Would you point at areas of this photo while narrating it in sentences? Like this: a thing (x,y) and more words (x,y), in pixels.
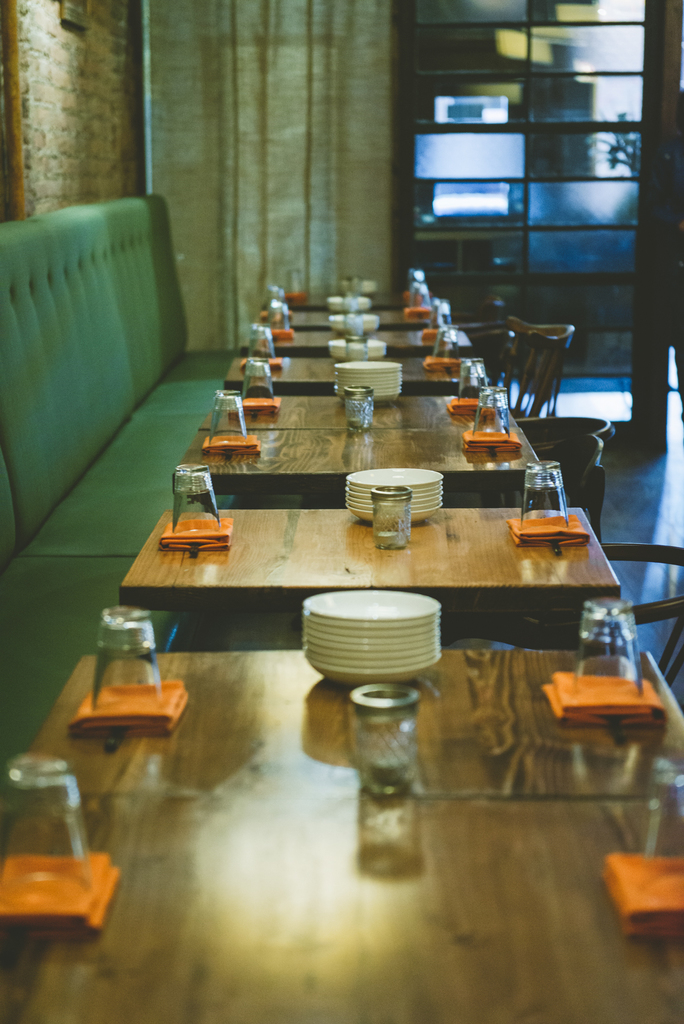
In this image there is a sofa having tables (252,997) before it. On top of table (411,564) there are plates (403,615), glasses (611,625), napkins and bottle (395,547) on it. At right side (575,435) there are few chairs (598,460). Background (383,12) there is a curtain (366,5) and rack (647,356).
